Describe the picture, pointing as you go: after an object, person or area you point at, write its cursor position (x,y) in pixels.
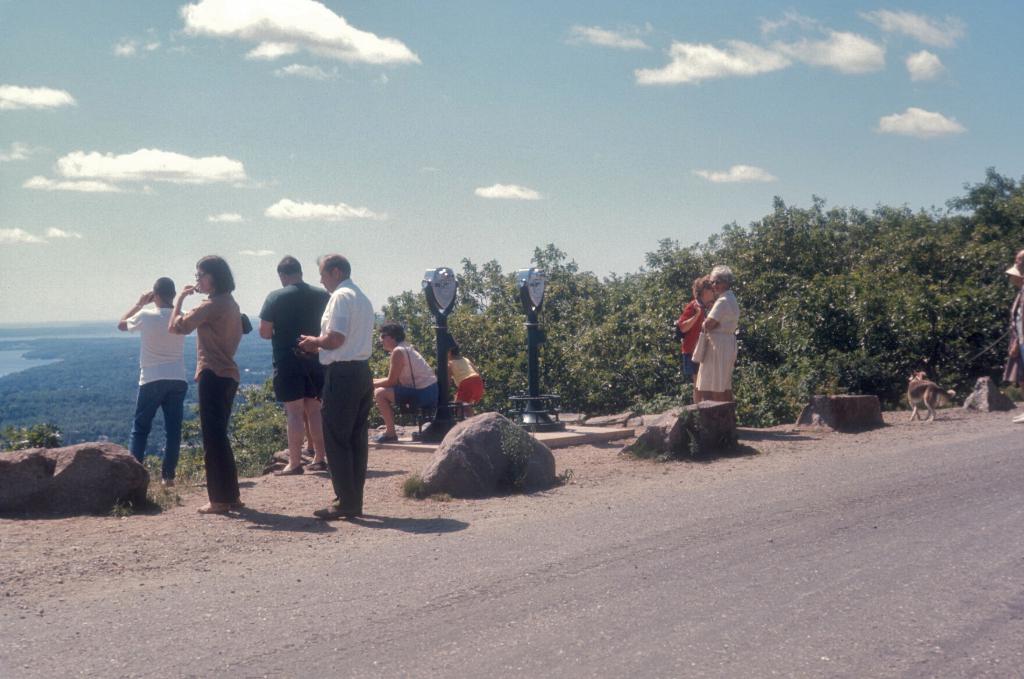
This image consists of many people (302,400). At the bottom (443,549), there is a road (518,563). To the right (808,236), there are plants (579,314). In the background (357,227), there are clouds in the sky (175,279). To the left (6,363), there is an ocean (7,350).
